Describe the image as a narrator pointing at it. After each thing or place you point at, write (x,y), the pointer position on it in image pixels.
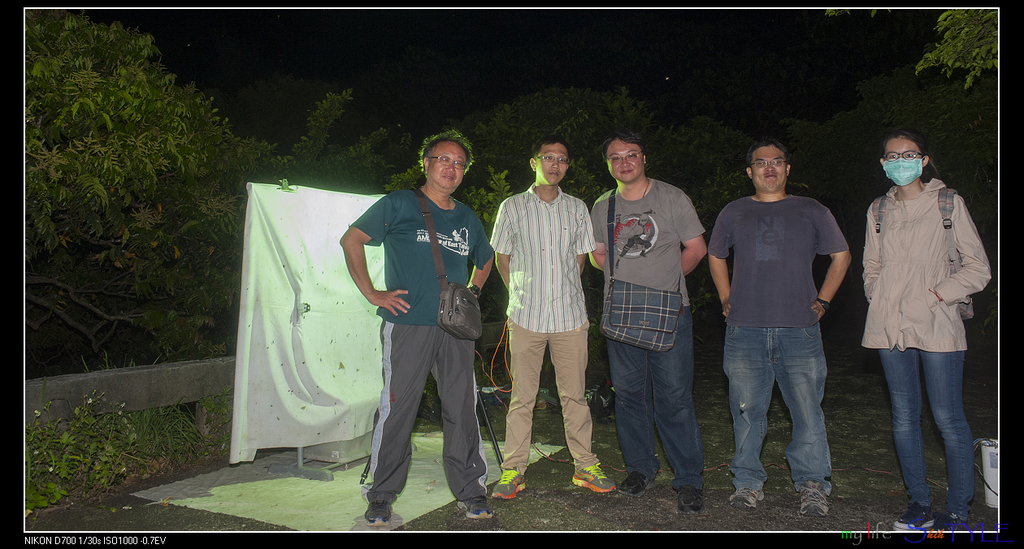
In the picture we can see a photograph of four men (826,431) and one woman (922,293) standing on the path (707,449) and woman (945,522) is wearing a mask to the nose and they are wearing a bags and behind them we can see a white color cloth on the path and a screen cloth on it and behind it we can see railing (44,402) and behind it we can see plants (123,316) and trees (78,172) in the dark.
